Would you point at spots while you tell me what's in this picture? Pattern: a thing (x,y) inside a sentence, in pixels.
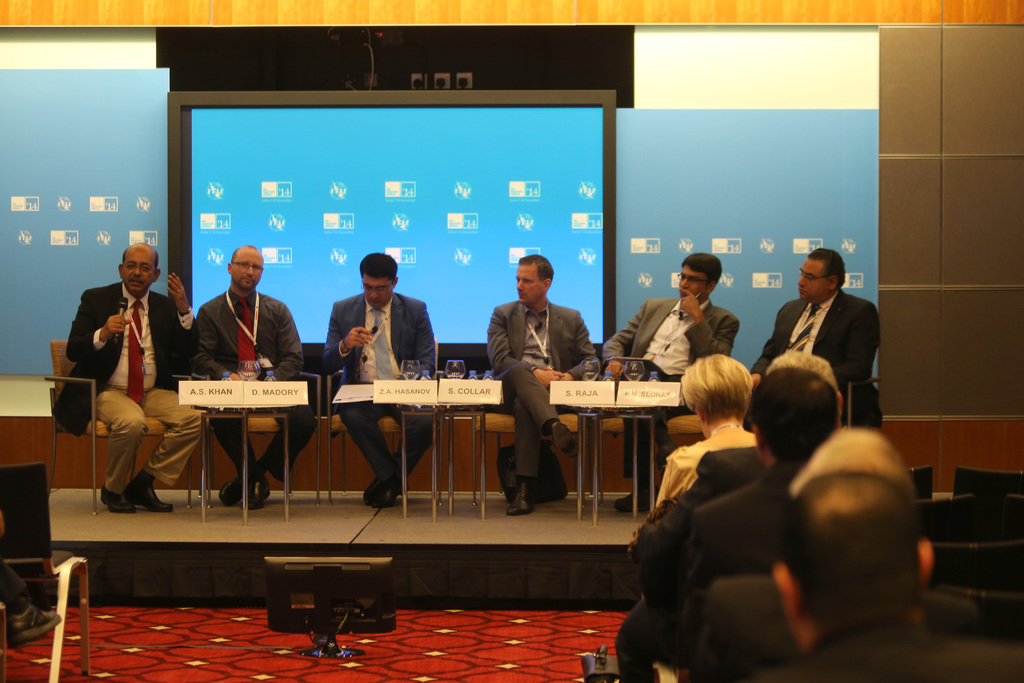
In this picture we can see six men (237,321) wore blazers (574,355), ties (138,362), id cards (546,357), sitting on chairs (671,419) and a man (154,399) holding a mic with his hand (123,317) and in front of them we can see glasses (408,375), name boards (664,392), bottles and on the floor (510,623) we can see a television (296,613), some people (736,512) are sitting on chairs (12,539) and in the background (726,134) we can see a screen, wall (813,221) and some objects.
